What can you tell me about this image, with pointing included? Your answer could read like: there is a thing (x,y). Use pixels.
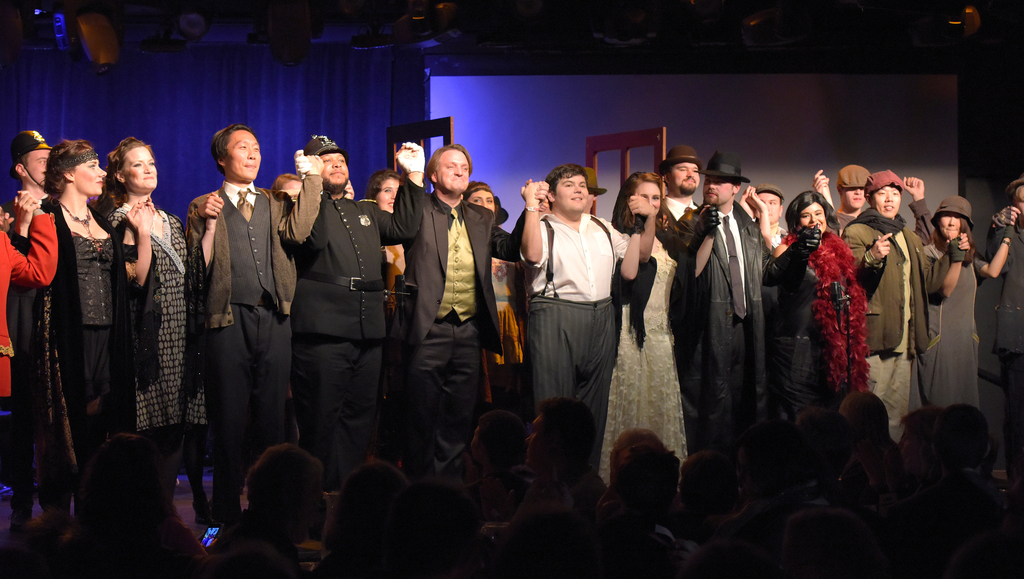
In the center of the image (605,224), we can see some people (325,286) standing and holding hands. In the background (320,82), there is a curtain (231,67) and we can see some door frames (621,144). At the bottom (135,509), there are some other people (786,500).
